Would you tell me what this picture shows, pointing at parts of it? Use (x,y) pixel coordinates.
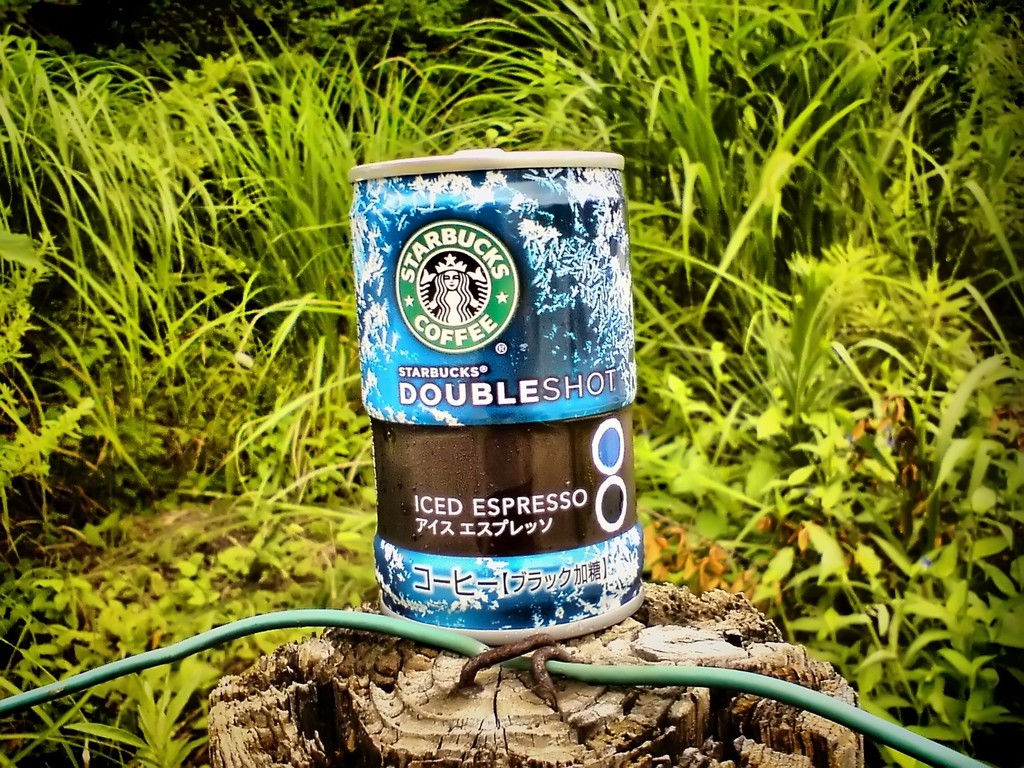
In the center of the image (550,306) we can see an object (462,291) and wire (468,646), wood trunk (785,673) are there. In the background of the image (670,229) we can see some plants (661,252) are present.
